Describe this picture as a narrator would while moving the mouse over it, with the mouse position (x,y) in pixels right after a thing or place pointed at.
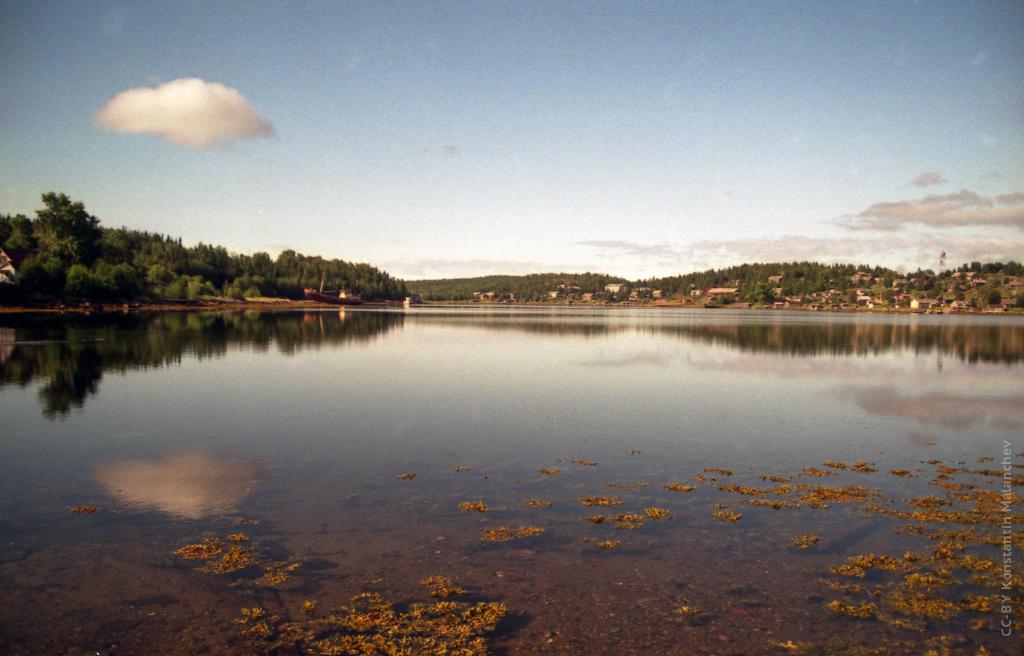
In this image we can see water (287,379). In the background of the image (566,256) there are trees (331,271), sky (504,215) and clouds (163,121).
